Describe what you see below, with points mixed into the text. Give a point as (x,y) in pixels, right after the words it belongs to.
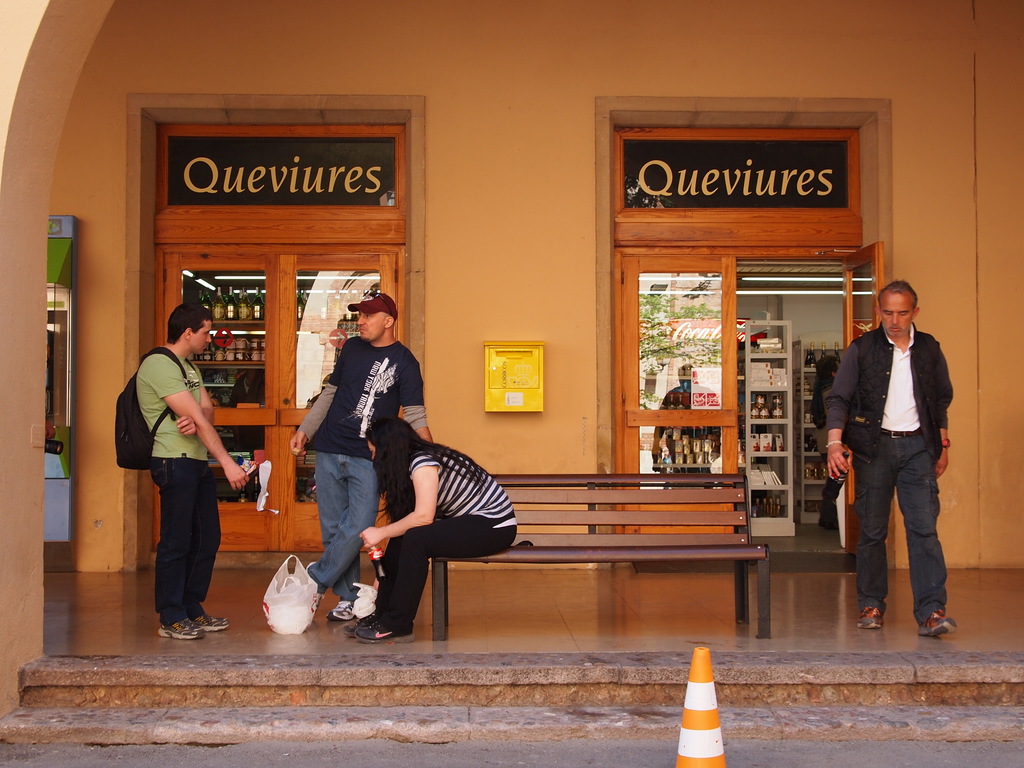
In this image we can see three men (366,466) standing on the floor (240,587) and a woman (435,531) sitting on the bench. In additional to this we can see name boards (246,167), windows (254,326), beverage bottles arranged in rows and a traffic cone (689,717).
